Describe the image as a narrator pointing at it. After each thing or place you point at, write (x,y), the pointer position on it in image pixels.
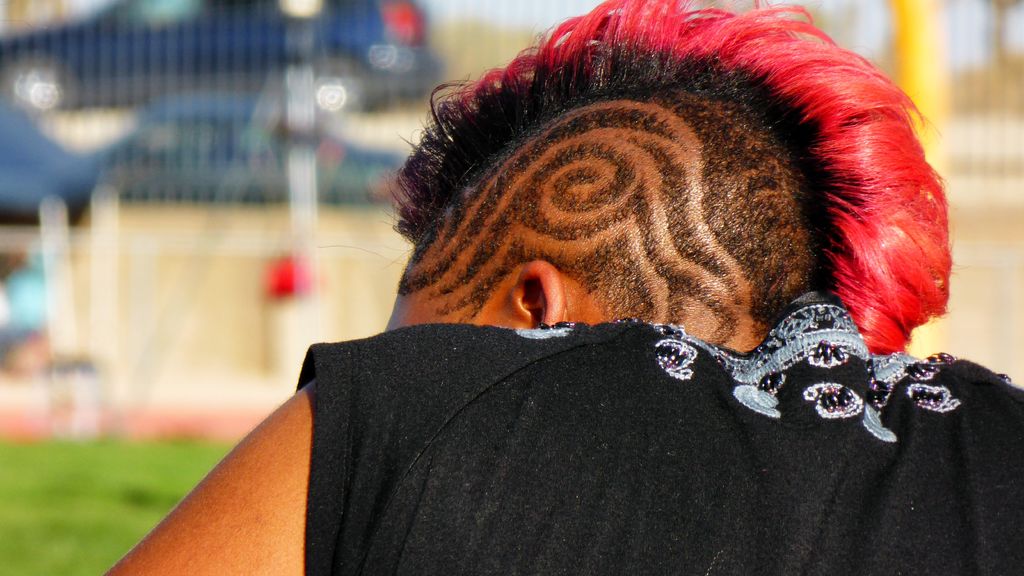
In this image we can see a person (690,459) and a blurry background (987,300).
